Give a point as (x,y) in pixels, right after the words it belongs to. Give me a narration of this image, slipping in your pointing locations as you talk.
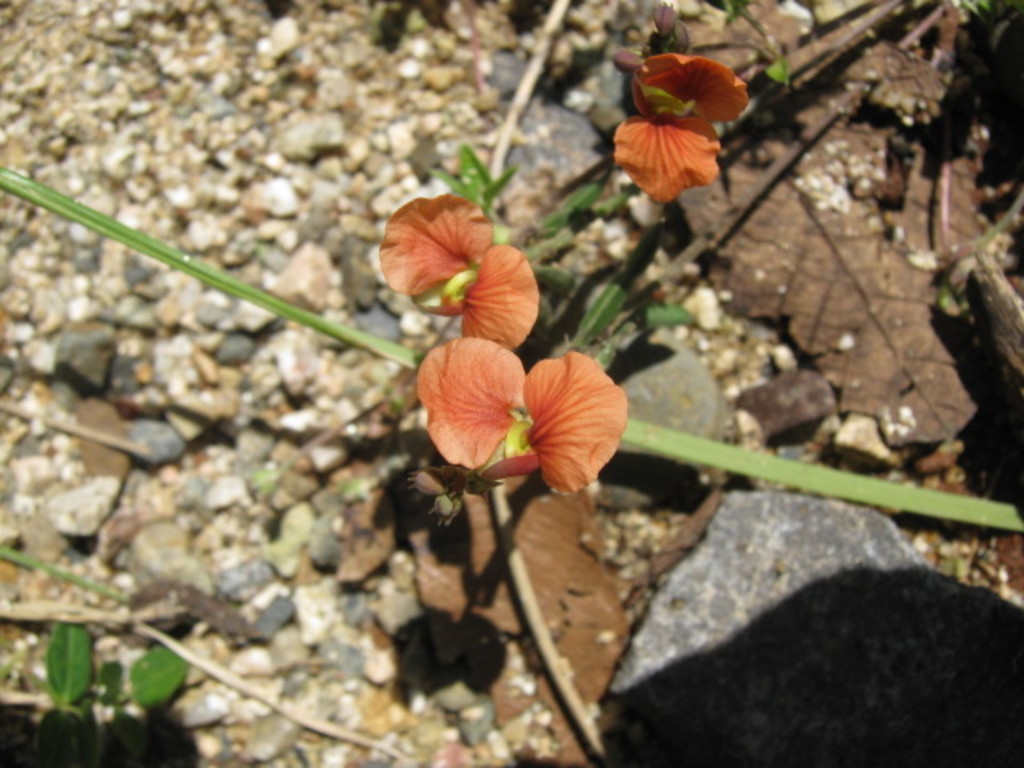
In this image we can see a flower (541,429) and stem (633,431) is present. Behind it stones (369,471) are there.
